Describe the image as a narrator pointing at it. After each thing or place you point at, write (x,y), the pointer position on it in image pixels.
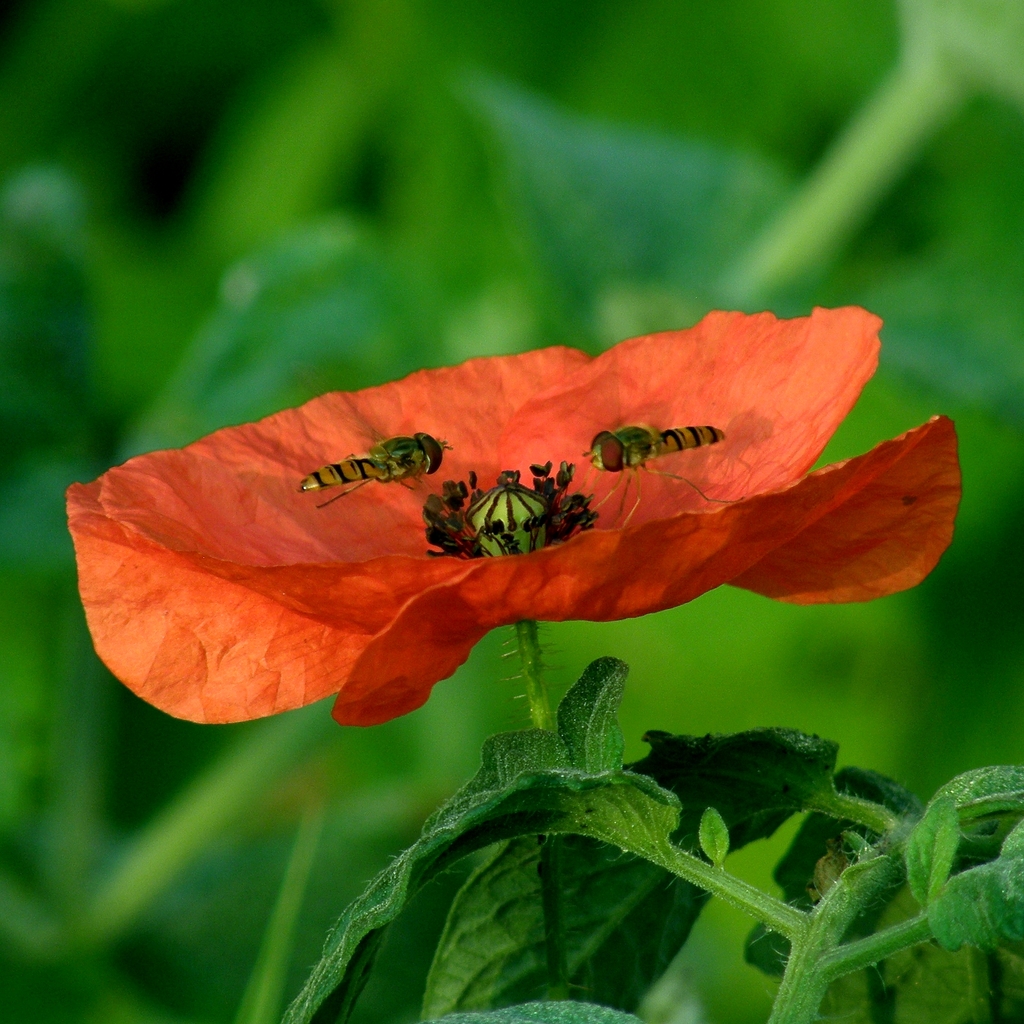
These are the insects (613,458) on orange color flower (423,592). In the right side (1015,774) there leaves (684,889) of a plant (647,895).
